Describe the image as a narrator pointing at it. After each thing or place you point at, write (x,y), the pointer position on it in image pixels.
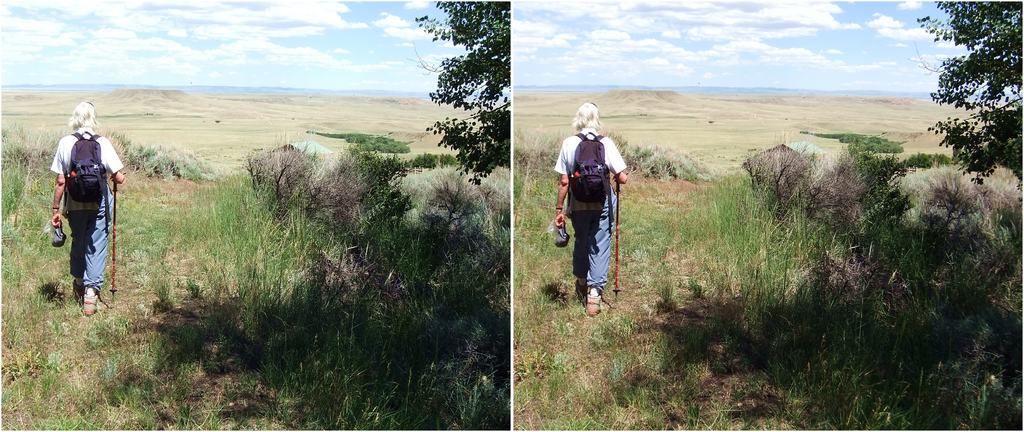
This is the collage image in which there are persons (80,212) walking holding stick (115,219) in hand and wearing a bag (97,182) which is black in colour. There are plants (406,313) and there is dry grass (691,316) and the sky (675,40) is cloudy.
